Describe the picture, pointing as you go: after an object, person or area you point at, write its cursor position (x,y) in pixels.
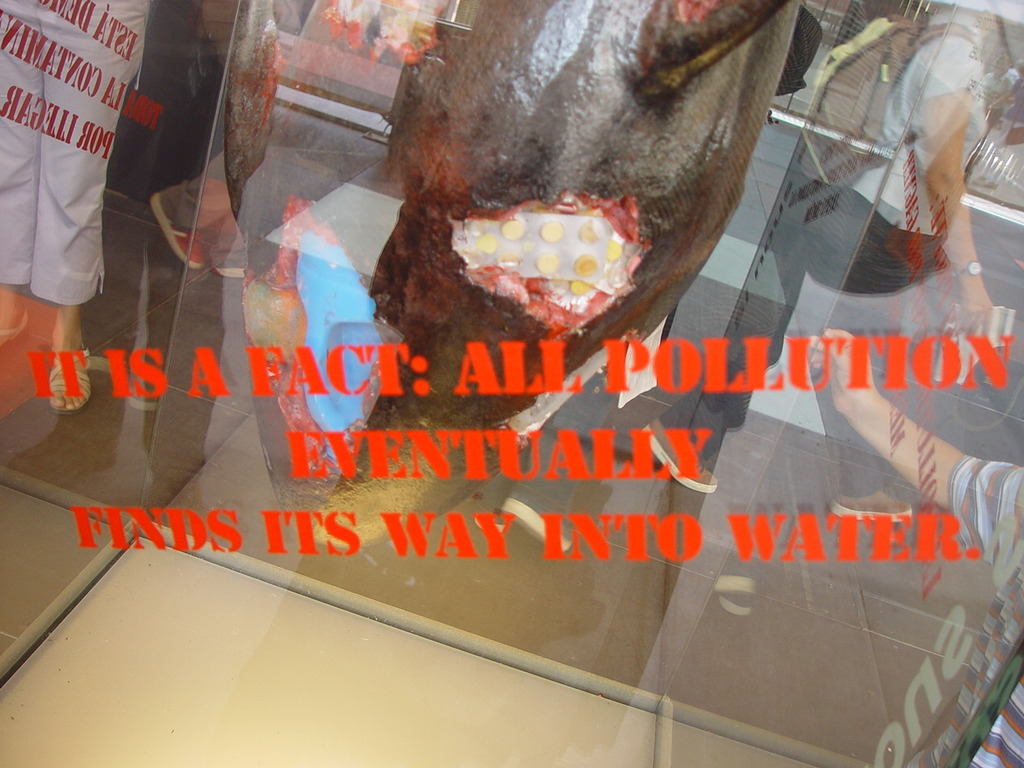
In this picture I can see stickers (363,386) on the transparent glass material (331,40), there are group of people (974,259) standing and there is an object (444,198).
